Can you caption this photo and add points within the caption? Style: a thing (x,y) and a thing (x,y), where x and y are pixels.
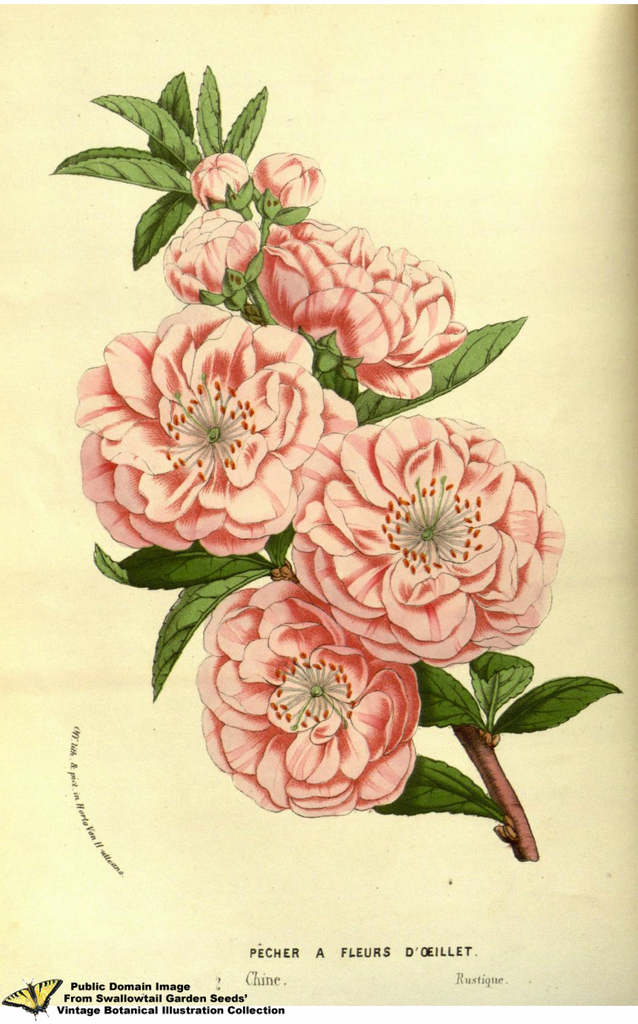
In this image, I can see words (451,952) and a picture (244,432) of a plant (440,698) with flowers (277,493), buds (201,260) and leaves (215,149) on a paper (423,850). In the bottom left corner of the image (81,1016), there is a watermark (26,999).
